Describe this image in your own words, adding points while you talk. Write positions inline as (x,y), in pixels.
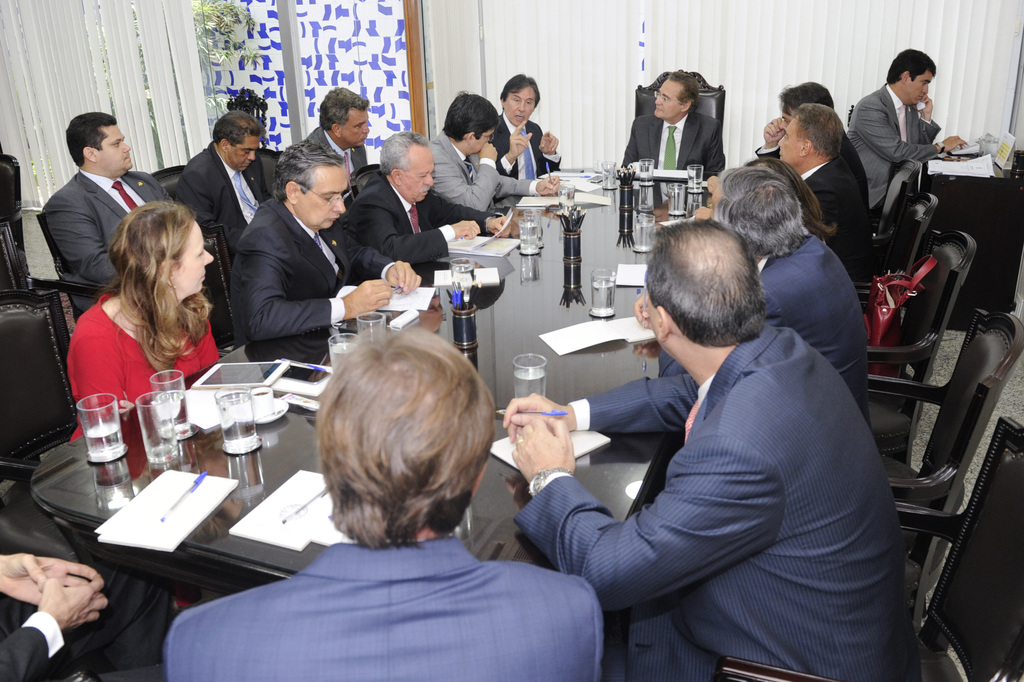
In this image I can see number of people (251,161) are sitting on chairs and I can see all of them are wearing formal dress (791,439). In the center (639,348) I can see a table (613,259) and on it I can see number of white colour papers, pens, number of glasses (645,236), a tablet (223,371), a phone (314,368) and few other stuffs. On the top right side of this image (939,182) I can see one more table (978,176) on it I can see few white colour things (970,170). In the background (642,60) I can see a plant (232,40) and window blinds (583,68).
